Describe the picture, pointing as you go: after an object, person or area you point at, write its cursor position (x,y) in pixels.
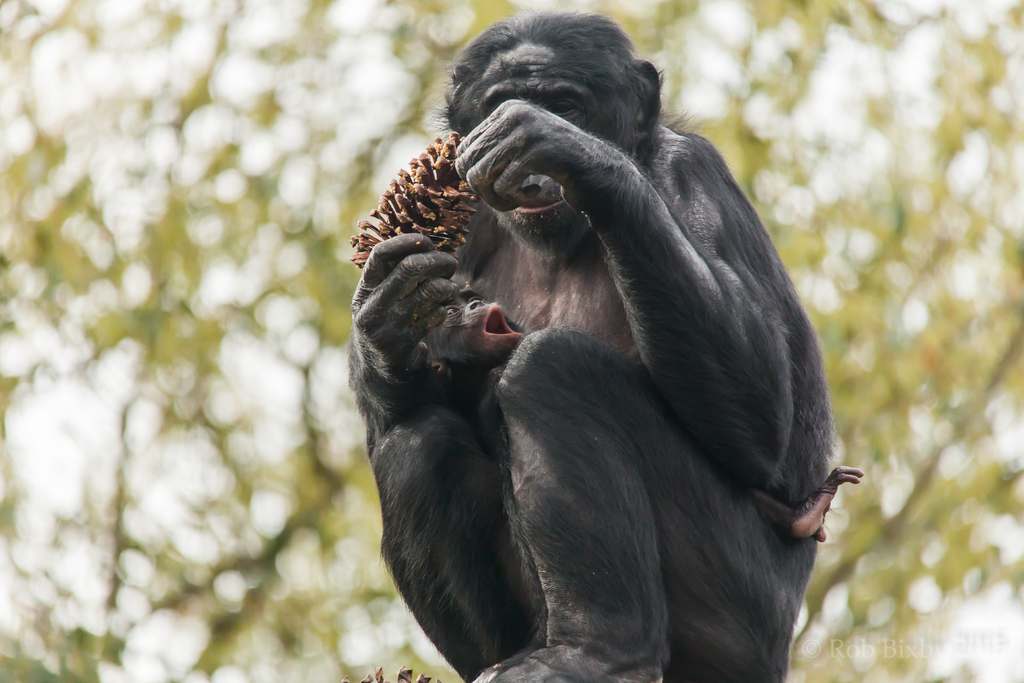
In the given image i can see a monkeys (359,295) holding an object (392,182) and in the background (976,58) i can see trees (320,478).
